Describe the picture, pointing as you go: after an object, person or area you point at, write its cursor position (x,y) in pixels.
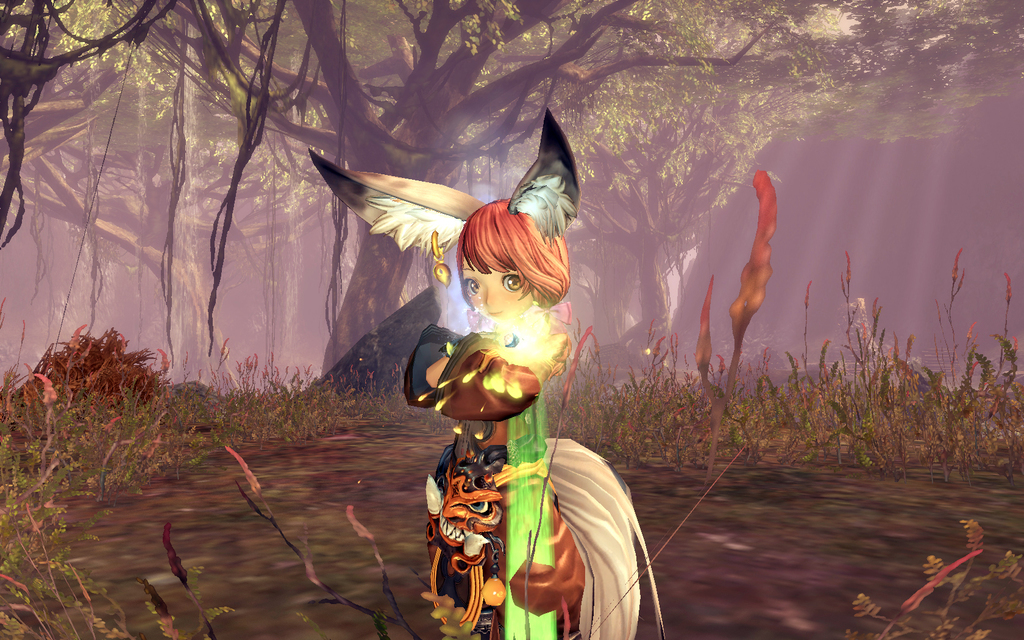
This image is an animation. In the center of the image (489,406) we can see a lady (478,363). At the bottom (639,460) there is grass (812,412). In the background (355,306) there are trees (816,118).
